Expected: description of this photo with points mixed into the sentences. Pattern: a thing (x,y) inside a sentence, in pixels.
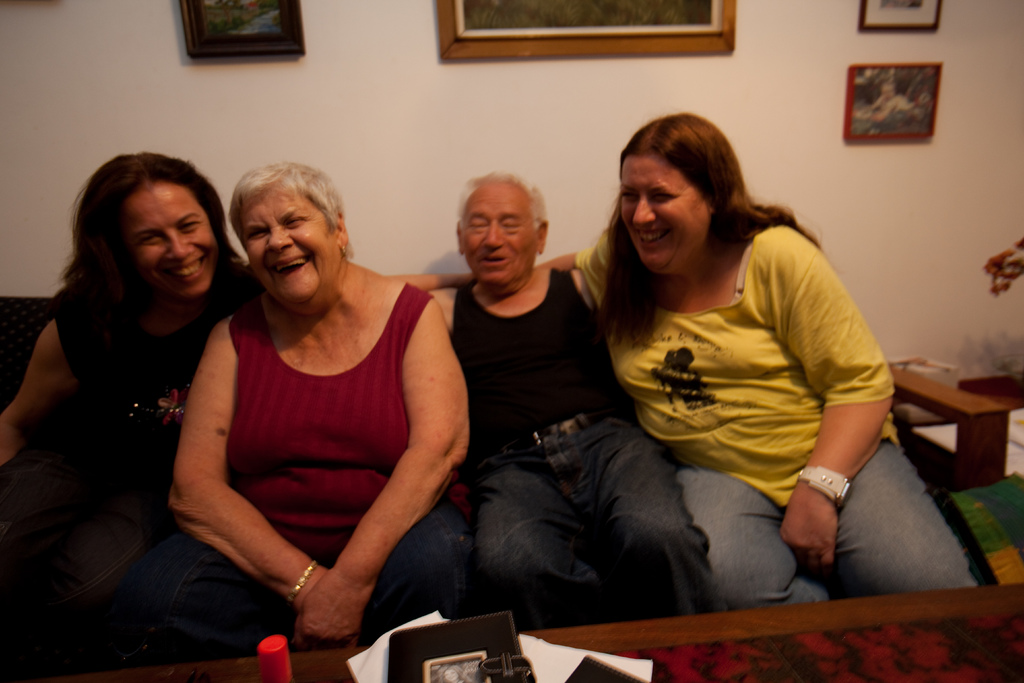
There are four persons (674,421) sitting on the sofa (9,372) and they are smiling. This is a table (769,655). On the table (746,661) there is a book (458,643) and papers (554,673). In the background (407,108) we can see frames (857,127) on the wall (487,129).
